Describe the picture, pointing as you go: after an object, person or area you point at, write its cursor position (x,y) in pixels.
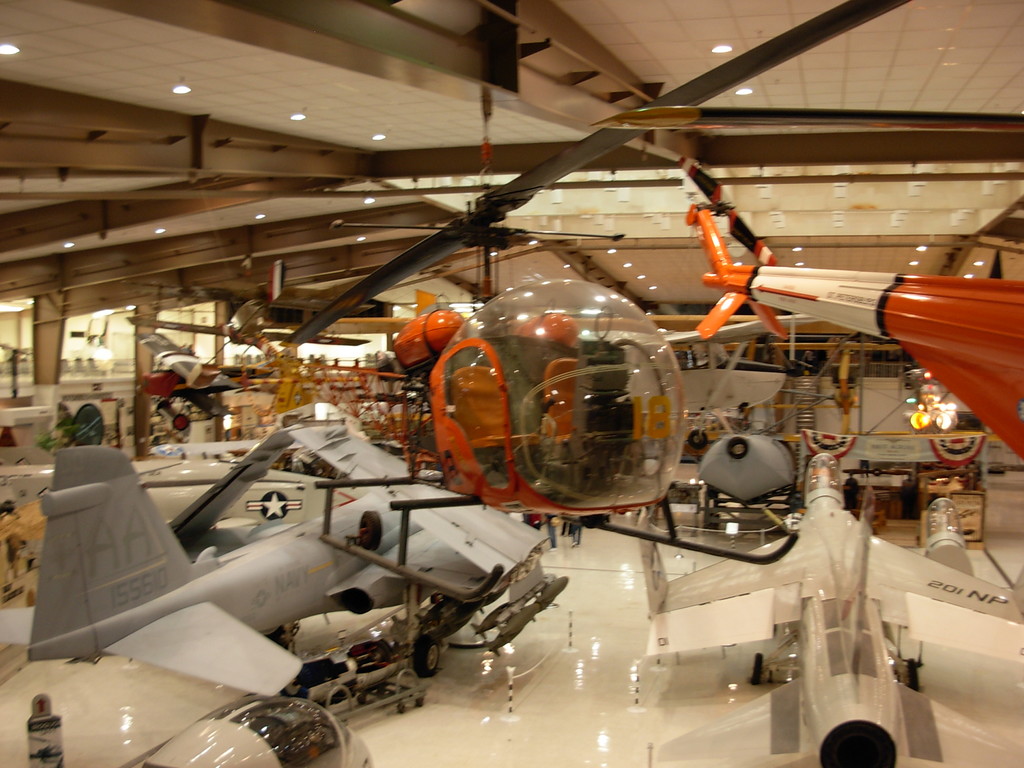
In this image we can see many aircrafts (616,455). There are many lights (750,89) attached to a roof (824,88).
